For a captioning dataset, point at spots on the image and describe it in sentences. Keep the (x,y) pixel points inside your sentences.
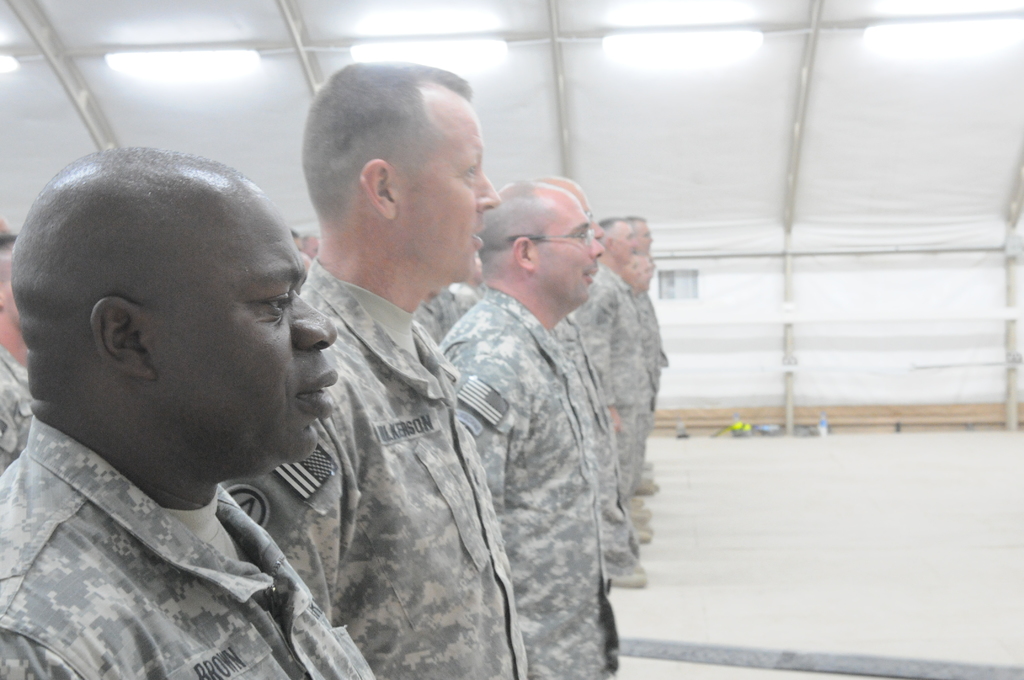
On the left side of this image (175,388) I can see few men (402,474) are wearing uniform (562,398), standing and facing towards the right side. In the background (839,269), I can see a white color tent (839,269).
